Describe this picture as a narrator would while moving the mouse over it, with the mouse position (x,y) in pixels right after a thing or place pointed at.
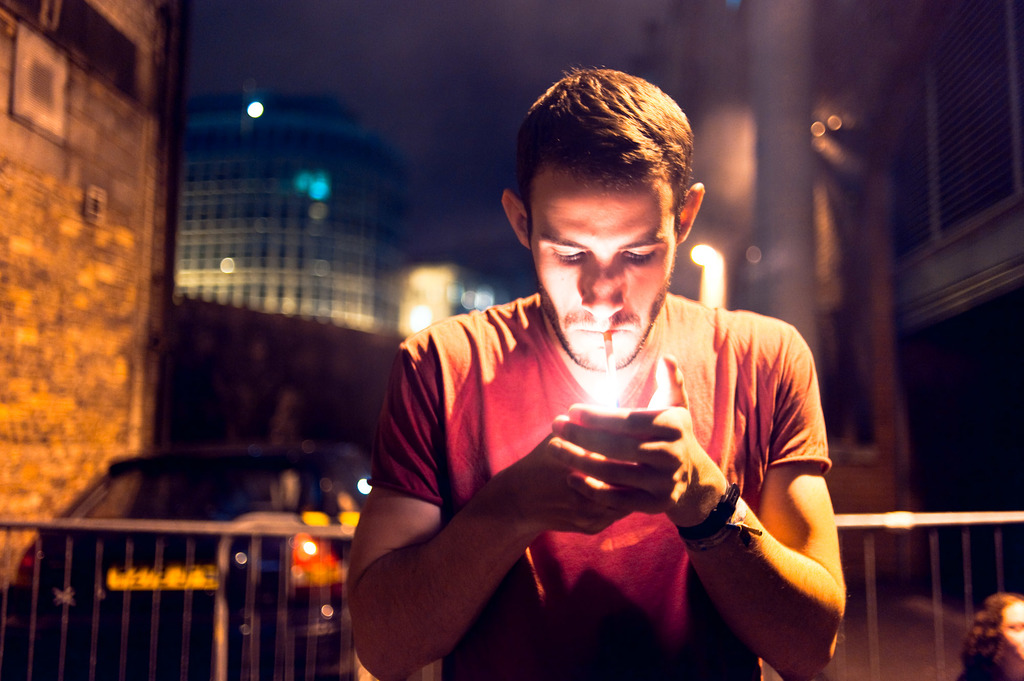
In this picture there is a person (747,511) is wearing red color T-shirt (537,367) and lighting a cigarette (607,373), behind him there is a fencing (192,588), car (224,481), on either side of him there are buildings (744,304).
